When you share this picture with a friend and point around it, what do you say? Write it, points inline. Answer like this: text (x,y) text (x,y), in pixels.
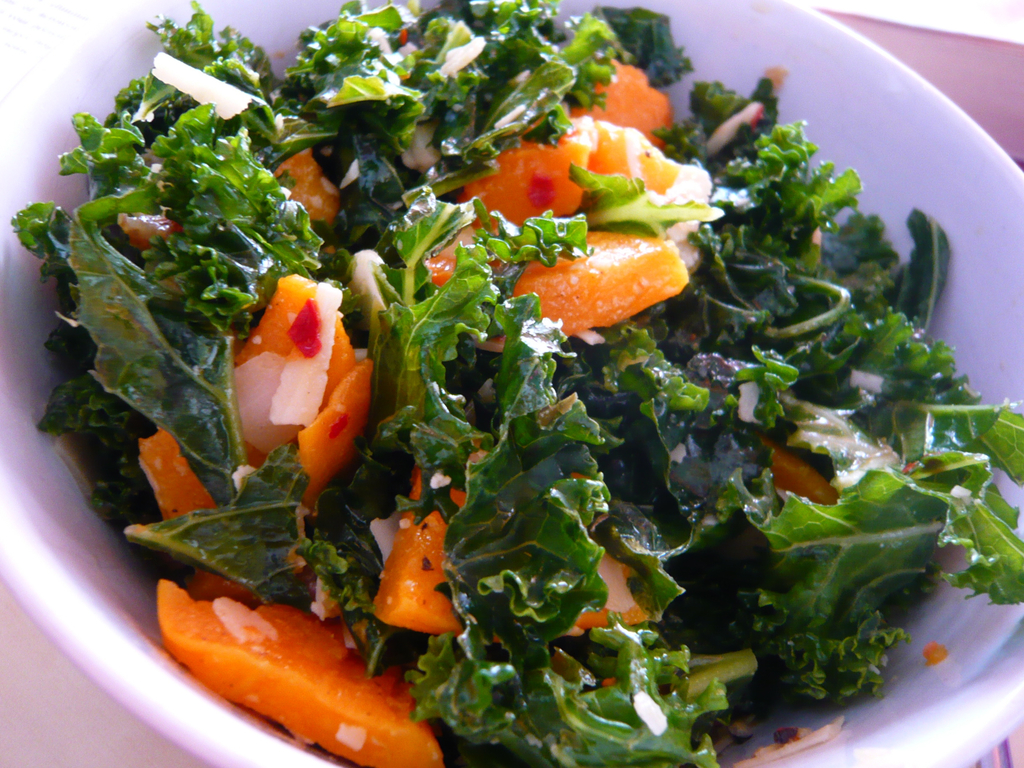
In this picture we can see some leafy vegetable (517,404), chopped fruits (424,542) are placed in the bowl (1001,371).
